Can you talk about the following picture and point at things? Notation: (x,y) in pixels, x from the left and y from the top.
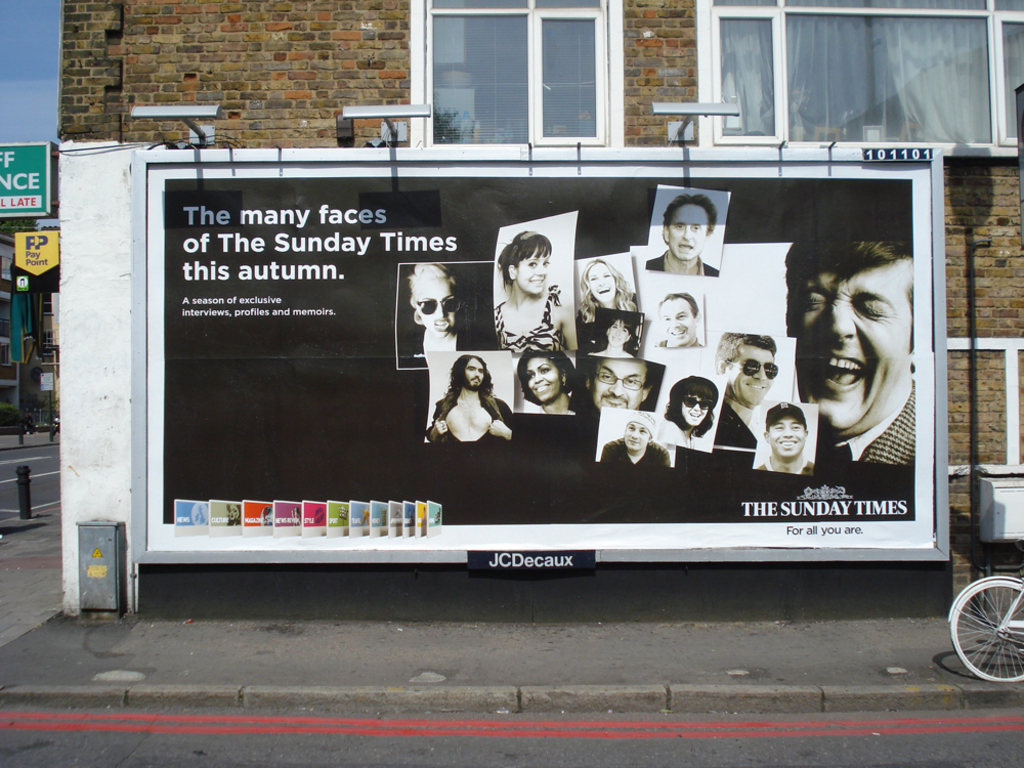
In this image there is a building (150,33) with advertising banner (925,369) in front of that, at the right side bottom there is a wheel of the bicycle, at the left side (115,561) there are so many other things (27,503).
